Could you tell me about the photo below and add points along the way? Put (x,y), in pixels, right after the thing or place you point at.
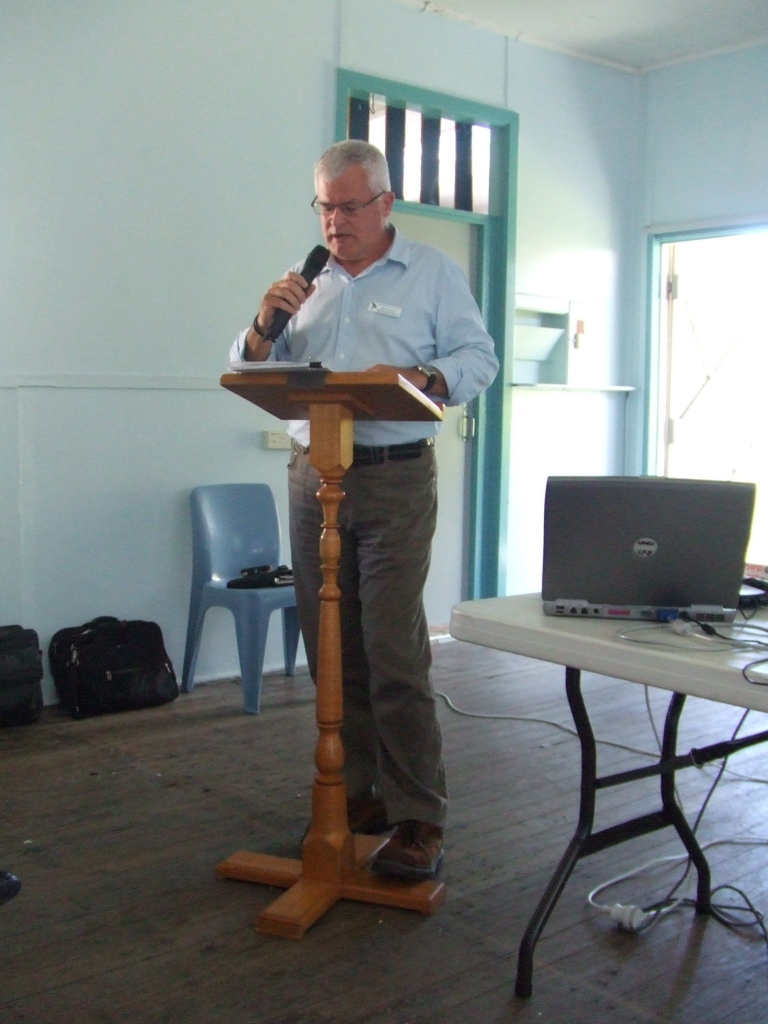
This man (341,213) is holding mic (326,259) and talking. In-front of this man (376,426) there is a podium (373,388) with book (263,366). On this table (714,674) there is a laptop (615,597) and cables (649,640). Far there is a chair (233,552). Beside this chair (201,618) there are bags (80,667).
